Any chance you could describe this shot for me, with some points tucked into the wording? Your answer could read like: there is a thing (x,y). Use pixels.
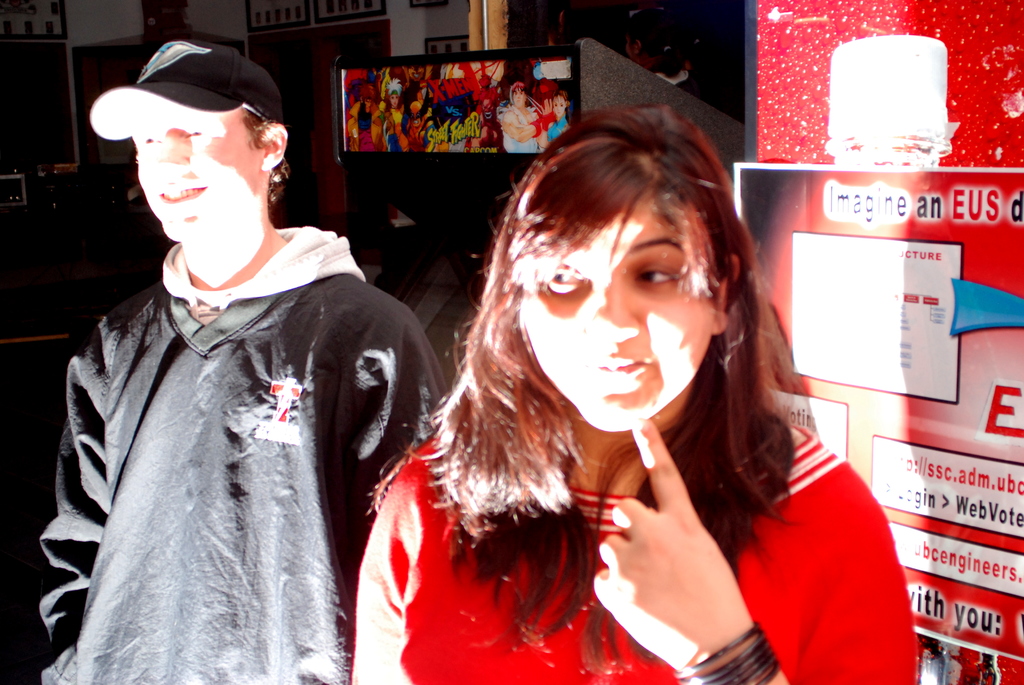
In this image there is a boy (349,477) and girl (504,338) standing together, behind them there is a screen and also there poster (1014,556) on the wall (88,11).
